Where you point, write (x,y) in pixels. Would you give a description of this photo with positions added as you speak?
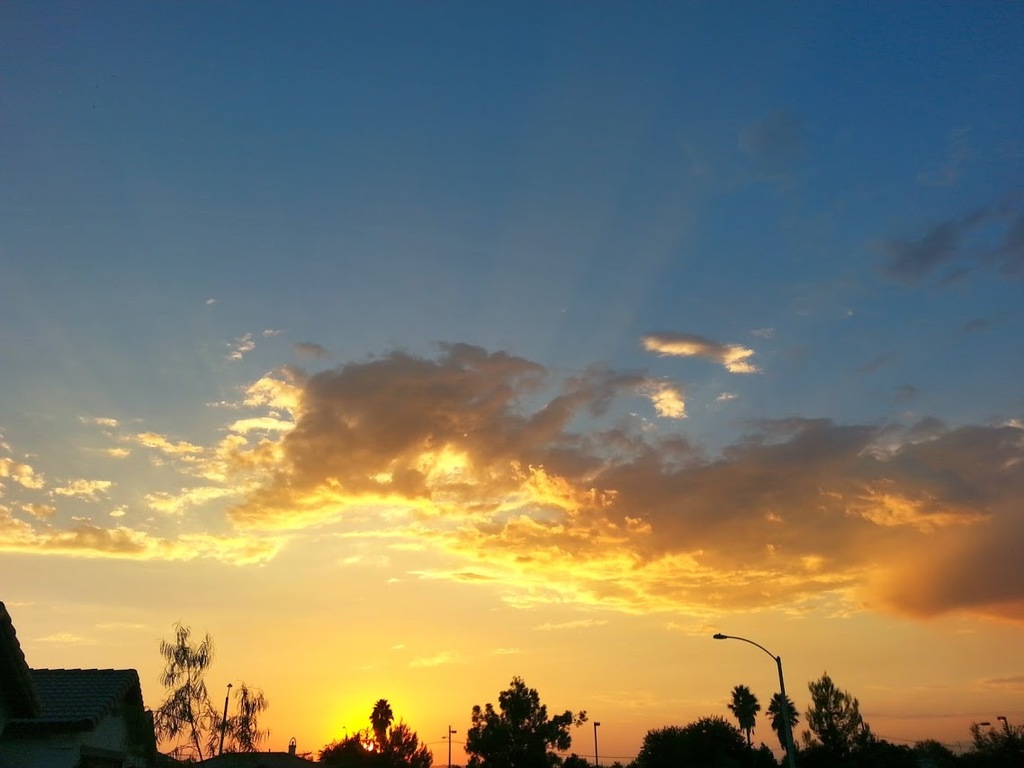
In this picture I can see number of trees (579,720) in front (497,740) and I can also see a building (16,636) on the left side of this picture (78,679) and I see few light poles (789,757). On the top of this picture (304,142) I can see the sky (546,357) which is a bit cloudy.
